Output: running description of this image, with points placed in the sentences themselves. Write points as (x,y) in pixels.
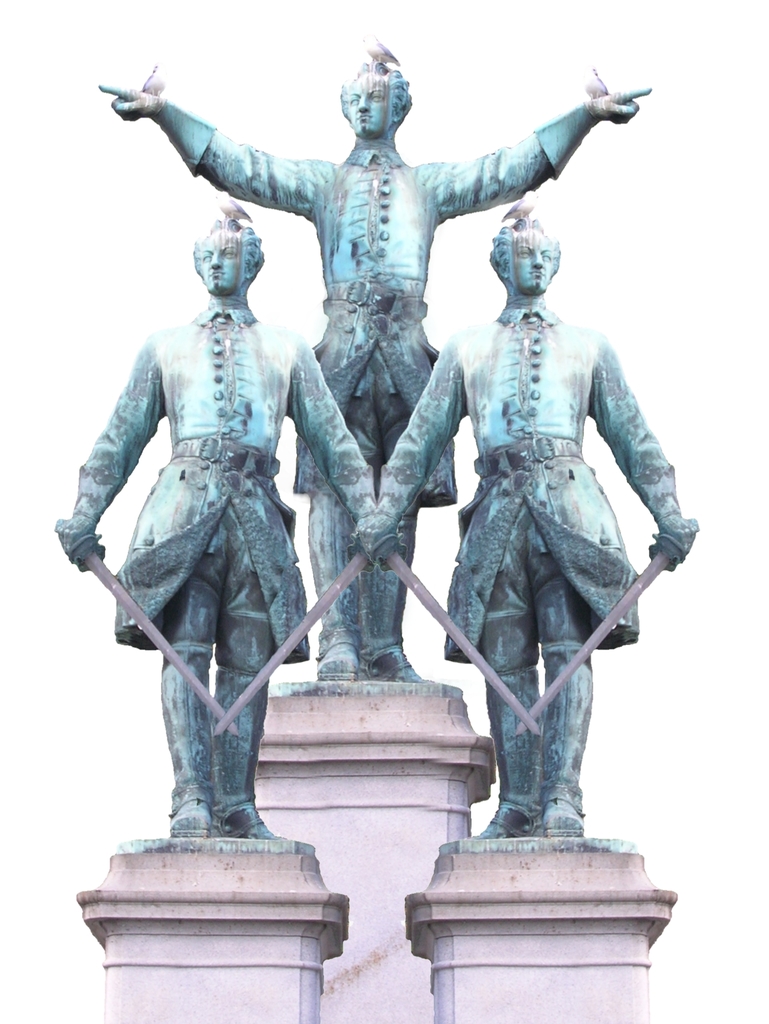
In the picture we can see three sculptured men (684,527) are placed on the different stones (300,750) and two men (85,506) are holding swords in the hands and one man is raising two hands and standing behind them.
